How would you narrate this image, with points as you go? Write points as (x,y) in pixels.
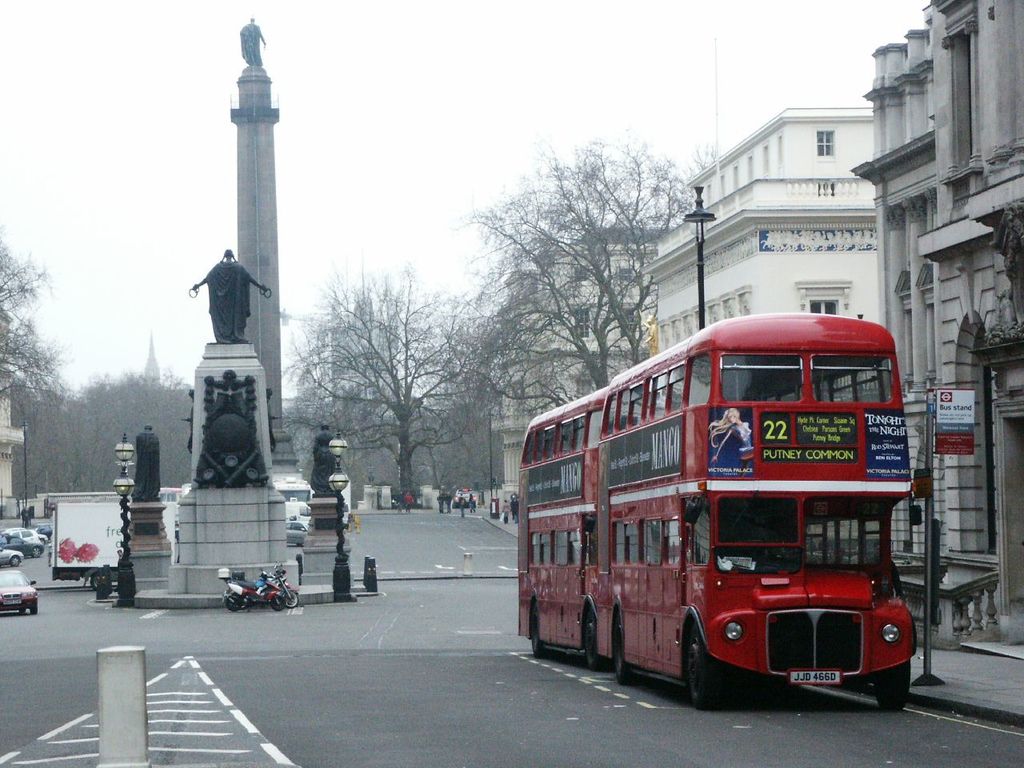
In this image, I can see two double-decker buses (559,547), cars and motorbikes (281,600) on the road (387,605). These are the sculptures (234,334), which are on the pillars (220,524). I can see the street lights (350,564). This looks like a tower (254,85) with a sculpture (258,54). These are the trees (374,403). I can see the buildings (815,259). This is a board (969,424), which is attached to a pole (929,573).
